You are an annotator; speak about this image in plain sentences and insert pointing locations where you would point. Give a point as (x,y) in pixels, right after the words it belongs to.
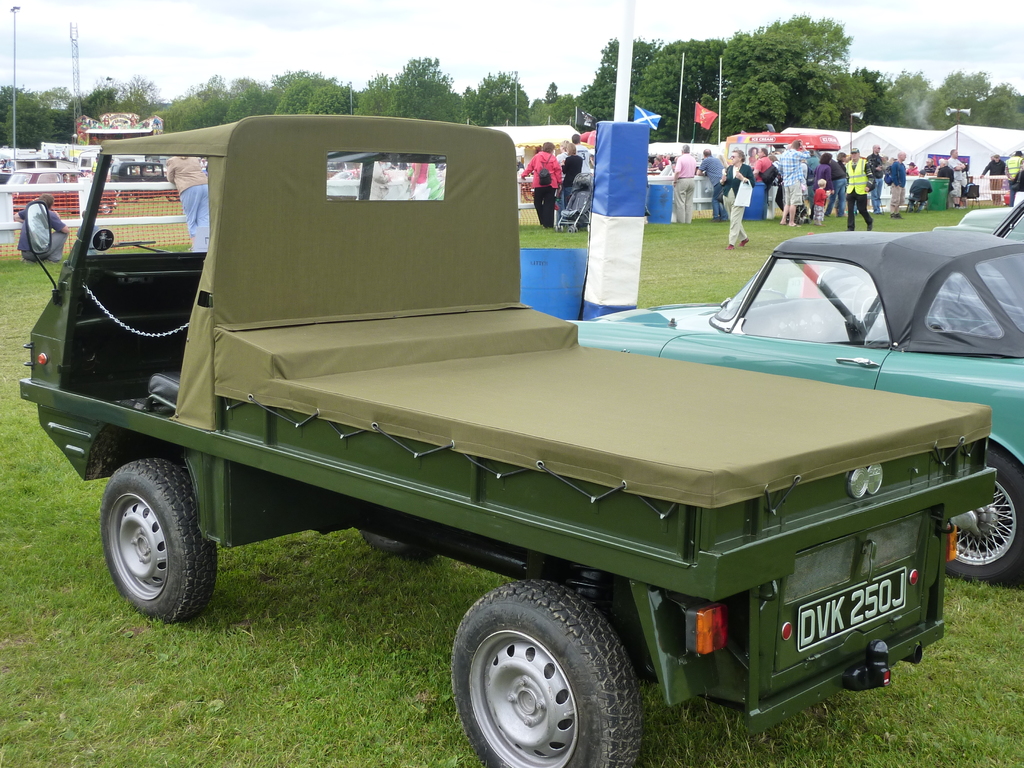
In this image I can see few vehicles (607,367), trees (805,120), poles (602,226), net fencing (110,196), flags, tents (904,135), few people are standing and few people (900,155) are walking. The sky (418,40) is in white and blue color.
